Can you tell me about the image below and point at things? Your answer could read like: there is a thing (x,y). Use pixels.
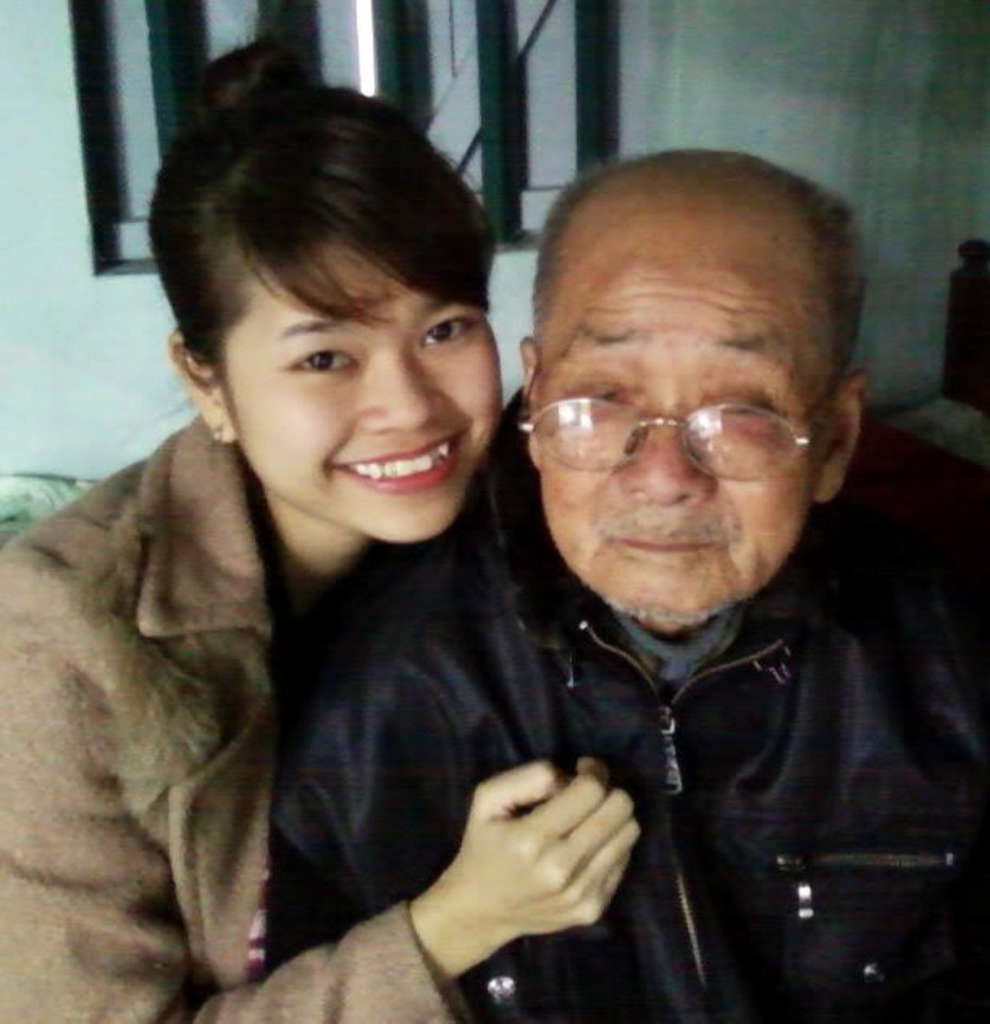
In this image there is a lady (66,649) and a person (580,639) with a smile on their face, behind them there is a wall (724,22) with a window (599,52) and there are stairs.
